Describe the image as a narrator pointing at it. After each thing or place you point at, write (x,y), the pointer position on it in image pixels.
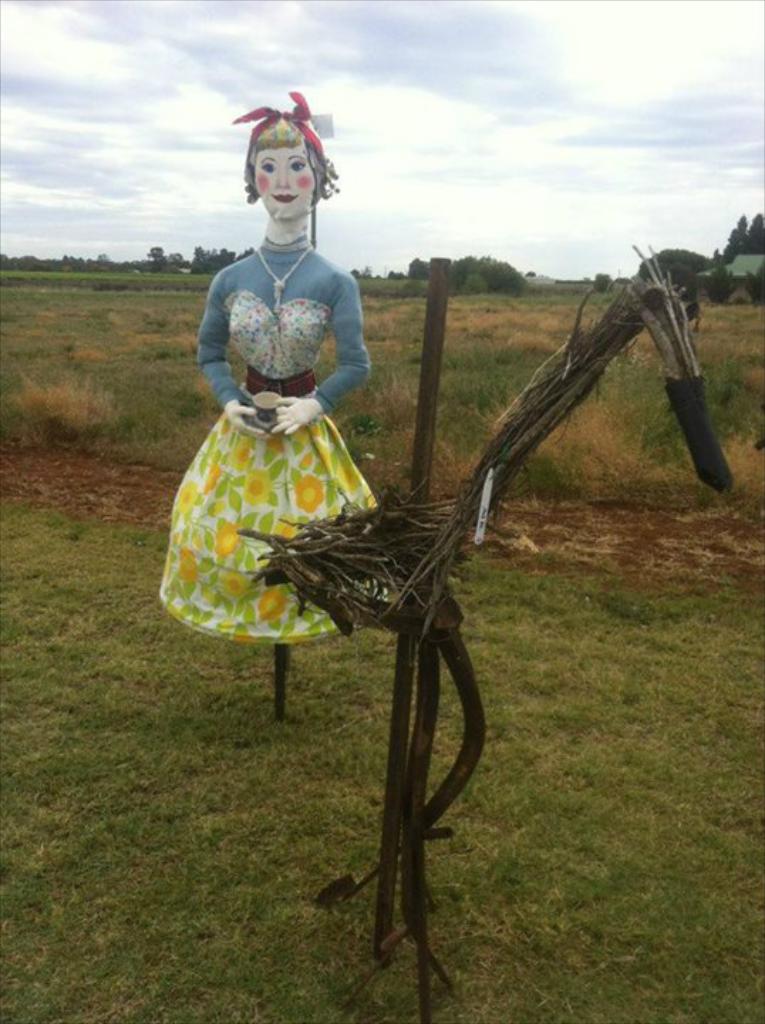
In this image we can see one scary toy (256,605) with pole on the ground (270,698), some objects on the ground (415,417), one shed (763,265), one wooden pole (415,590) with one object (701,438) and sticks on the ground (324,704). There are some trees (764,281), bushes (520,277), plants (66,343) and grass (463,390) on the ground (450,390). At the top (684,220) there is the sky (418,240).
